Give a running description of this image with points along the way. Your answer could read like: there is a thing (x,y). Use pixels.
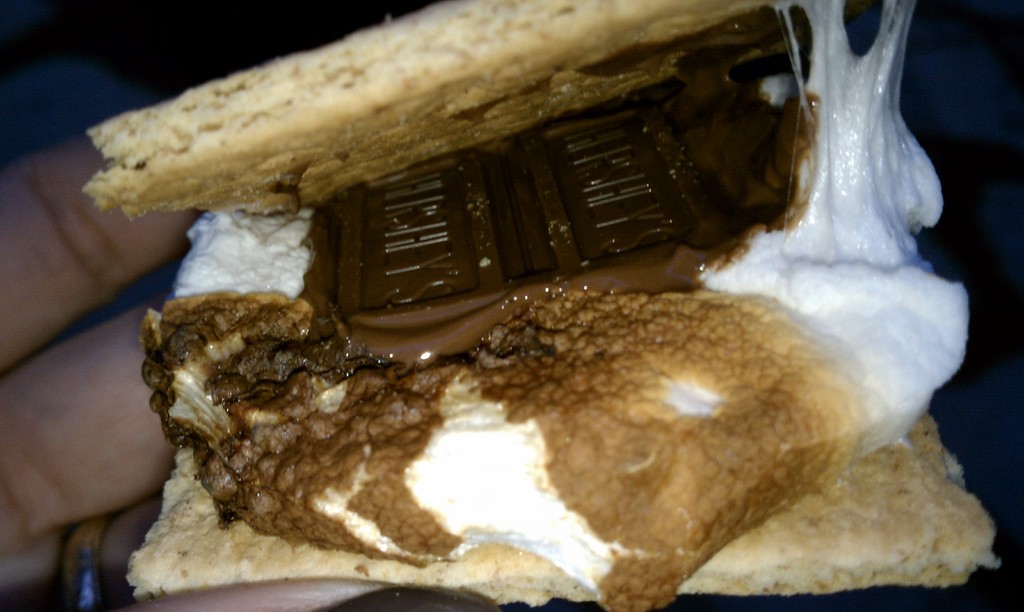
In this picture we can see a person hand (109,264) holding the food (586,417).
